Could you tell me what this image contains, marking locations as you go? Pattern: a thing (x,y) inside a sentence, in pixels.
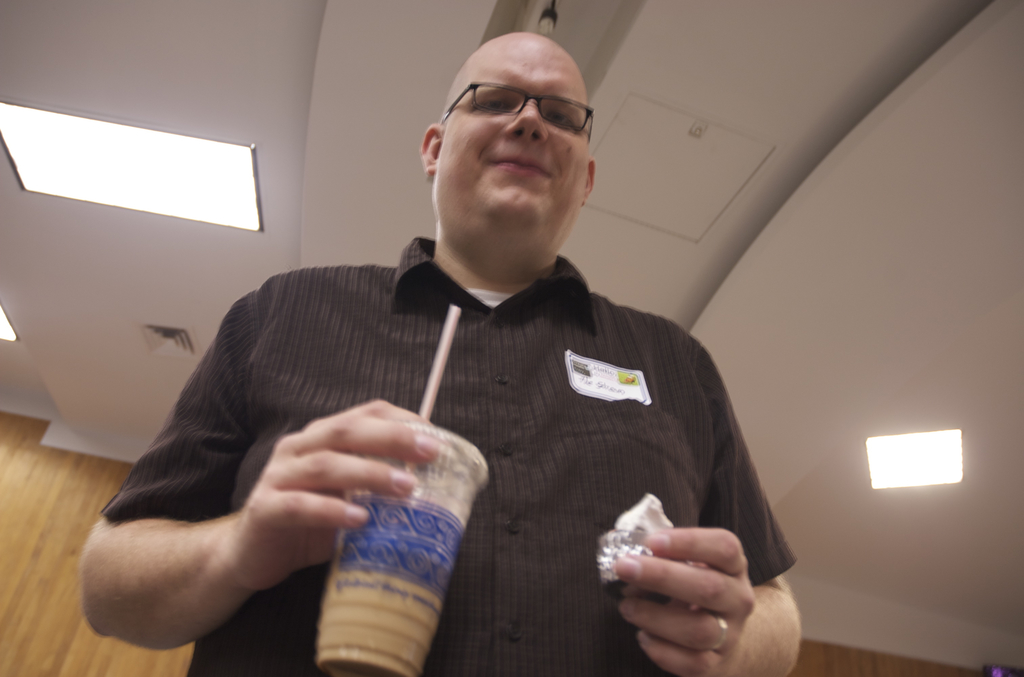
In this picture I can see a man (517,582) holding the glass (432,543) with his hand (324,484), at the top (544,30) there are ceiling lights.
